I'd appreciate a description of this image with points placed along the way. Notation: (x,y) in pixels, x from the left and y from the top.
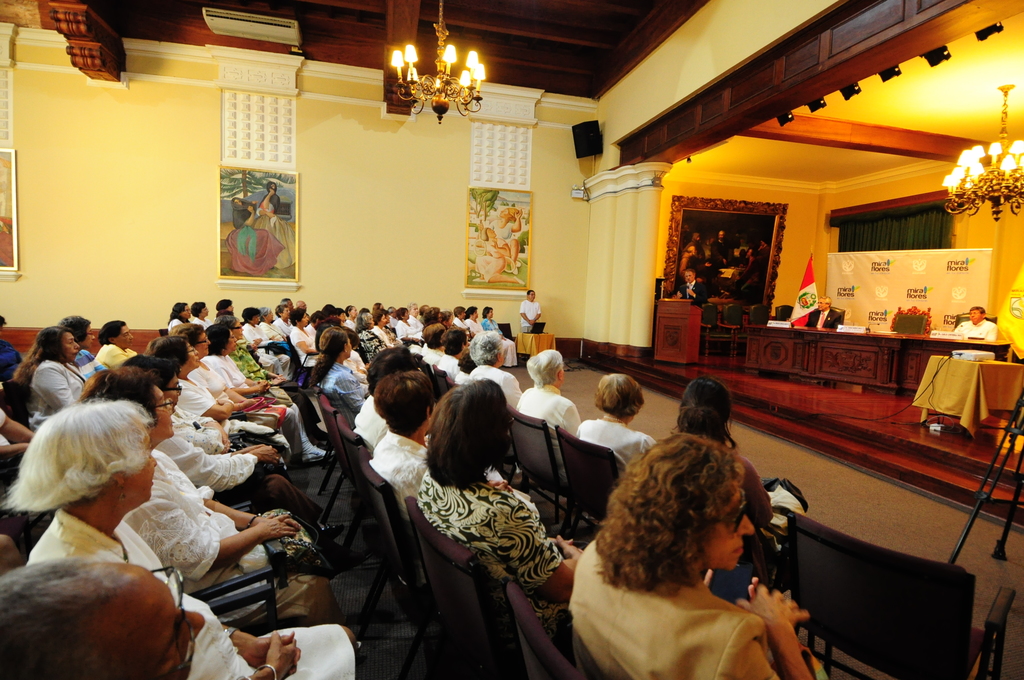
In this image we can see few people (446,479) sitting on the chairs (857,576), there are tables (903,350), there are boards (940,337) on a table (953,341) and a table (959,379) with cloth (968,370) and a box (978,353) on it, there are picture frames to the wall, there is a banner (866,277), a curtain (889,224) behind the banner (860,283), a speaker (582,146) to the wall (205,205) and chandeliers (468,73) to the ceiling (567,5) and there is a flag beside a person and a person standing near the podium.
